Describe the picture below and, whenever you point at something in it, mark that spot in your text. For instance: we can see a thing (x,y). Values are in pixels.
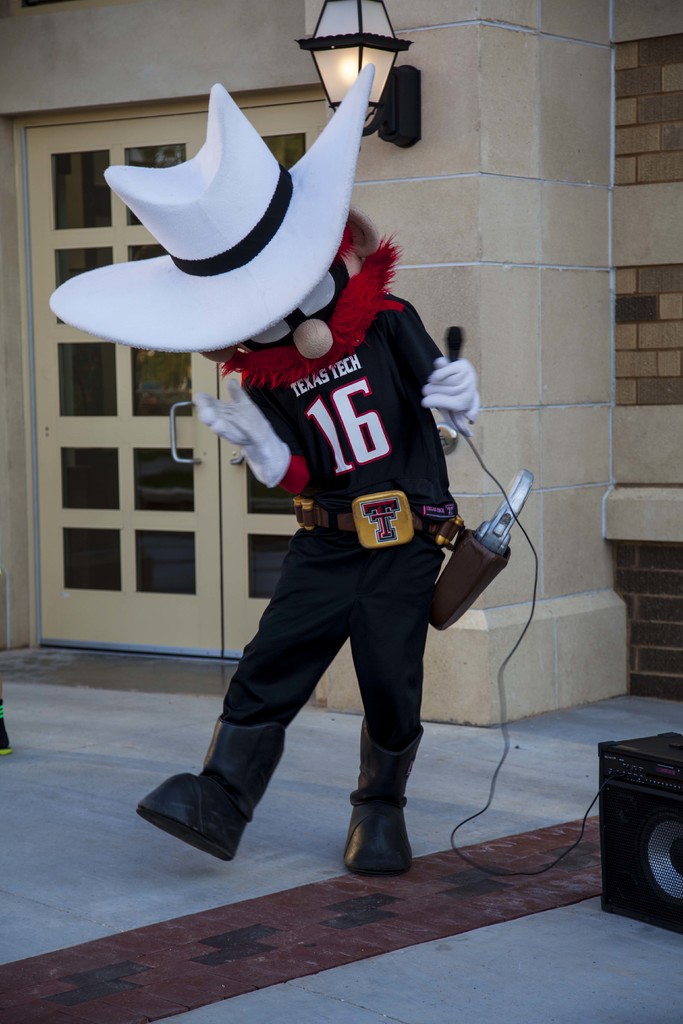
This person (294,345) is holding a mic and wore a hat (170,239). background (83,187) there is a door (206,551) and lamp (380,84) is on the wall (455,264). Here we can see the speaker (620,842).
